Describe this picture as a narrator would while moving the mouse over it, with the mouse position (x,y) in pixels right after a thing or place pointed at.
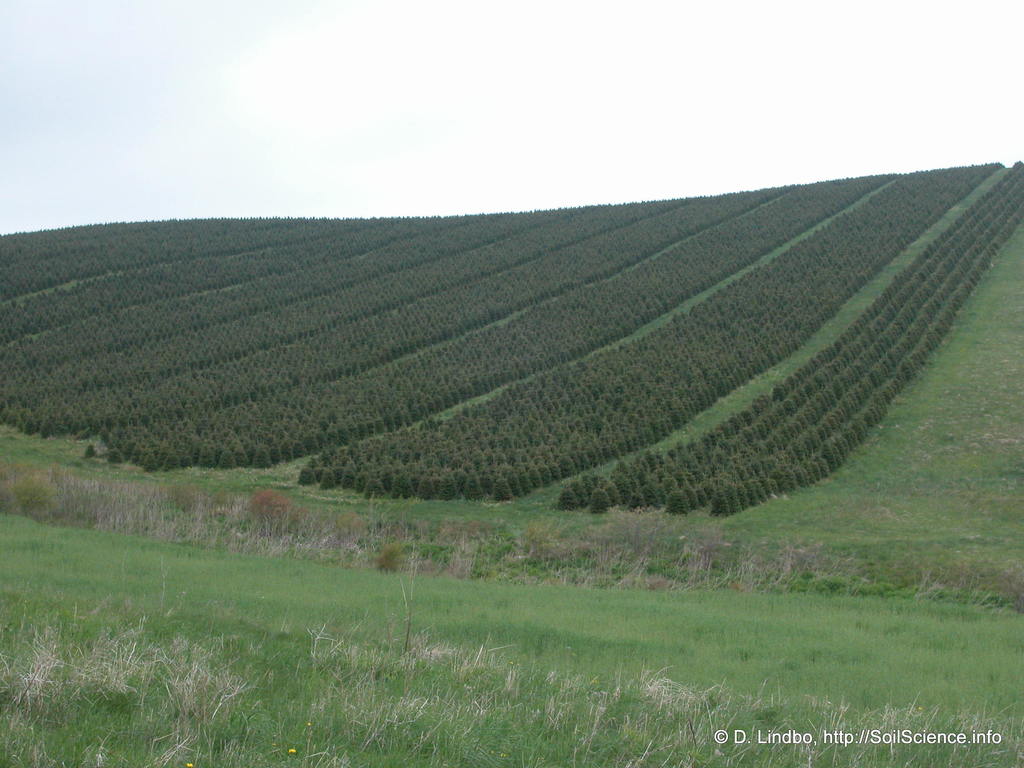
In the image we can see everywhere there is grass (553,640), plants (629,403) and white sky (577,112). At the right bottom (815,741) we can see watermark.
